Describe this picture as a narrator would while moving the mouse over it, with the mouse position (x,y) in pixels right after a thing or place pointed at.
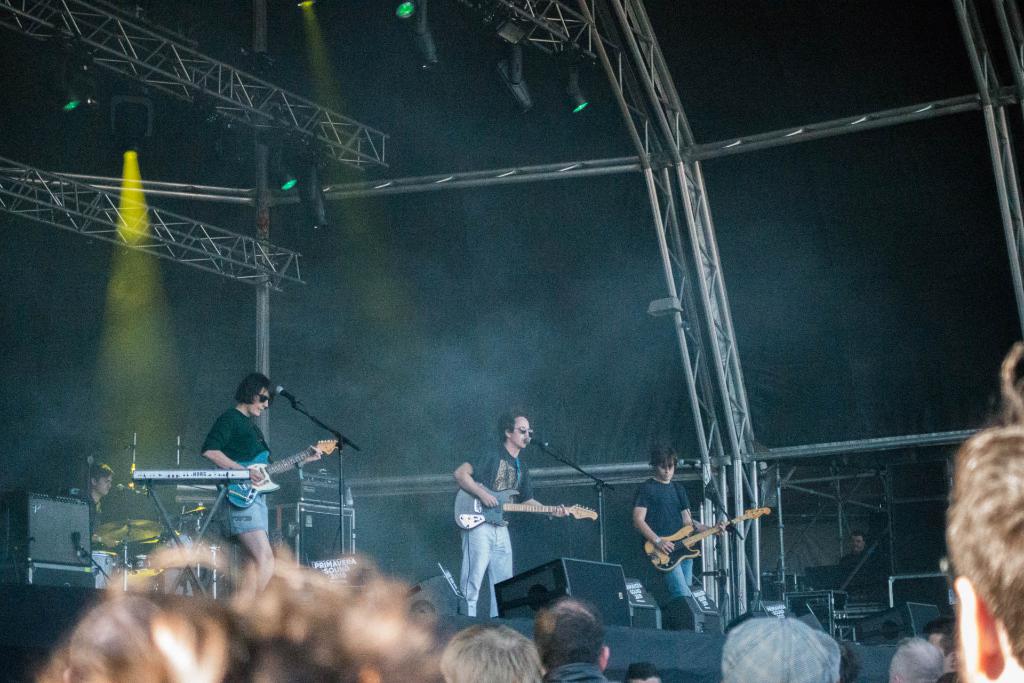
In the given image we can see there is a concert going on. There are three to four people (464,479) on stage (416,474) performing and there are audience (825,650) who are watching them.
